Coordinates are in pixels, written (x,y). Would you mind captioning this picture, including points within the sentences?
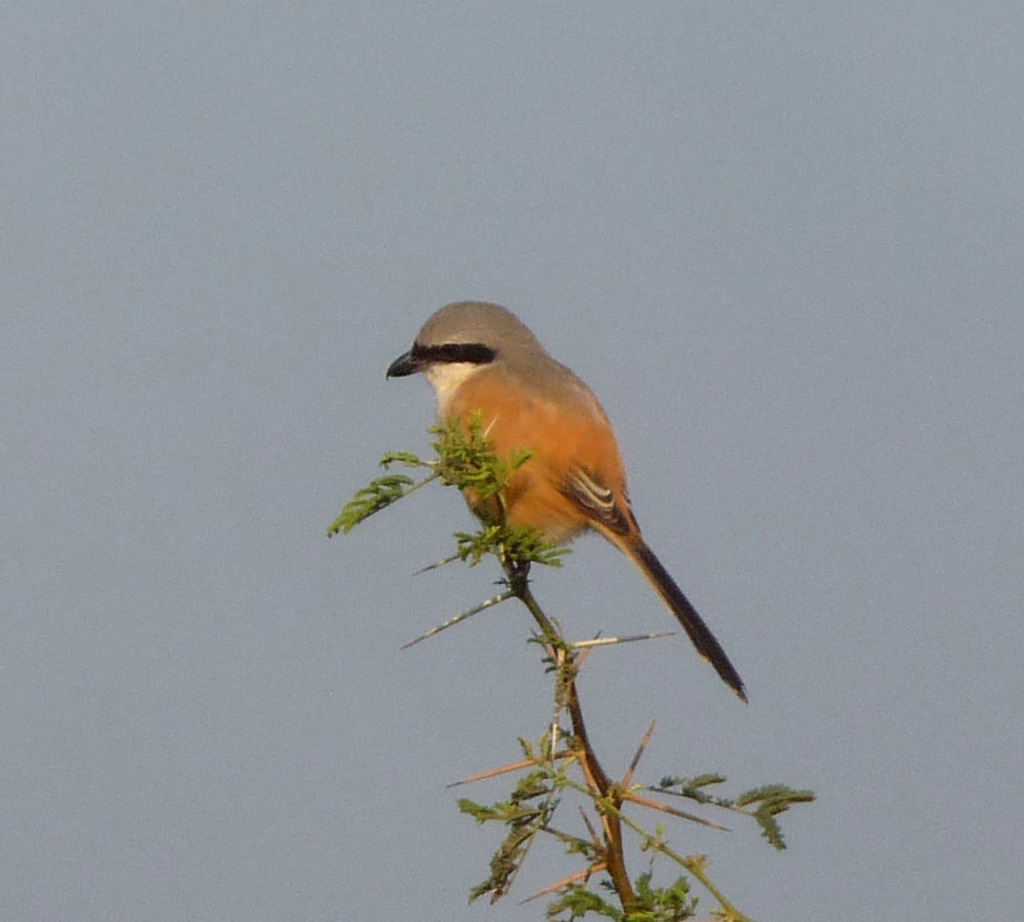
In this image we can see a bird (511,450) on the branch (609,855) of a tree (597,837) and we can see some leaves (471,807).
